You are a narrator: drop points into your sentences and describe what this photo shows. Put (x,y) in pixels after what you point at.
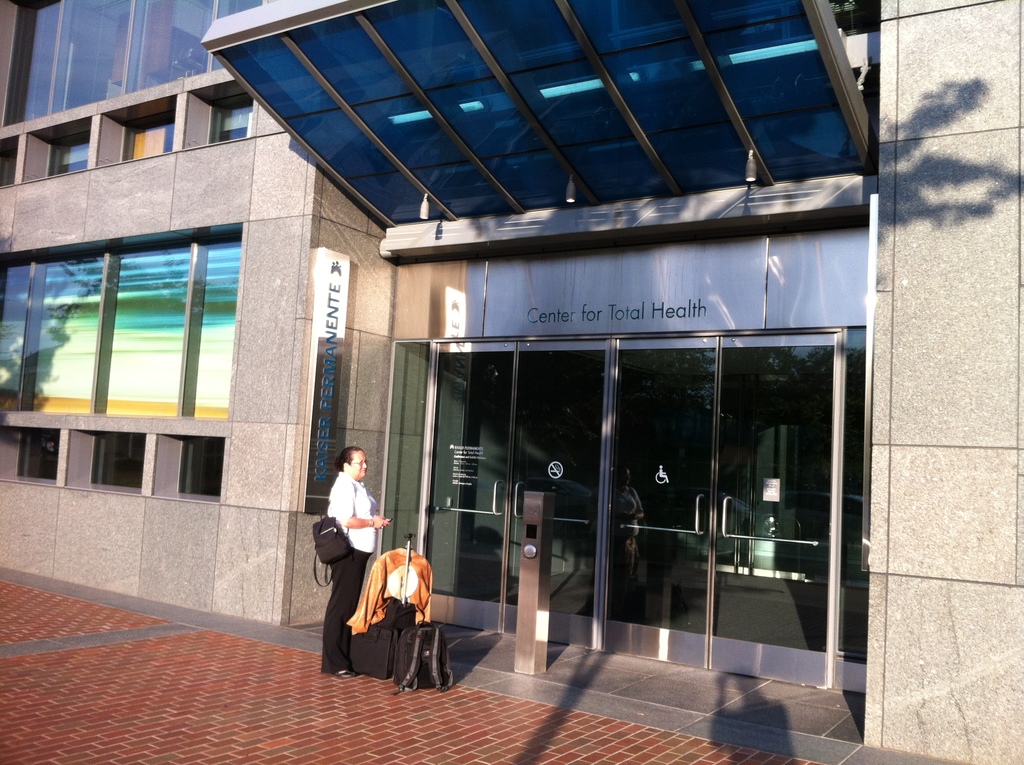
We can see a building (96,22), glass windows (32,61) and glass doors (519,475). In-front of this building (416,406) a person (348,589) is standing. Beside this person (356,561) there is a luggage (412,624) and bag (413,650).
